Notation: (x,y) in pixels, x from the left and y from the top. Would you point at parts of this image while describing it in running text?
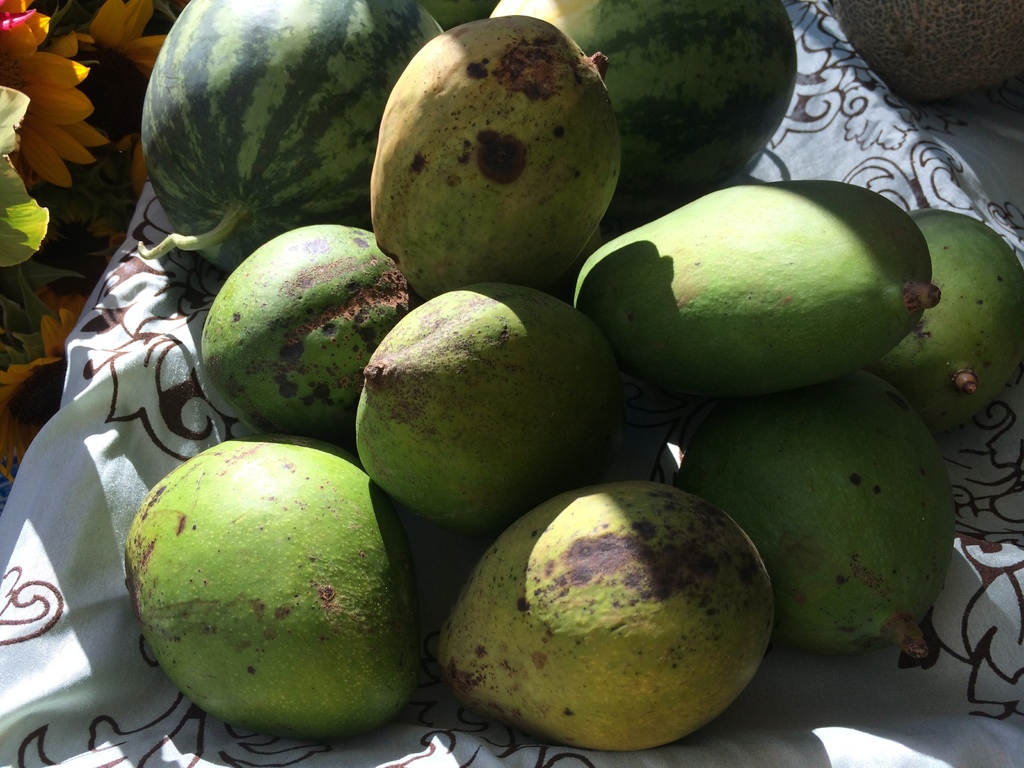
In the middle of this image (470,352), there are mangoes (225,537) and watermelons (759,115) arranged on a cloth (856,105). On the left side (102,109), there are flowers (130,93). In the background (991,8), there is a fruit (976,75).
